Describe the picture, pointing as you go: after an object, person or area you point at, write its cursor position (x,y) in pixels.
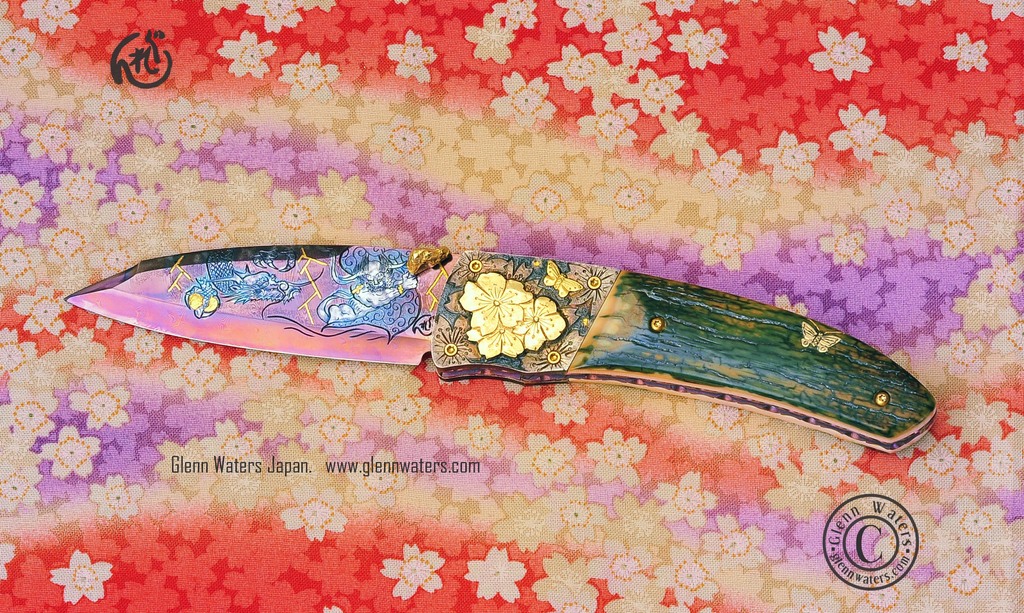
On the bottom right (858,538), there is a watermark (877,517). On the left side (223,473), there is another watermark (176,457). In the middle of this image (359,302), there is a knife (903,410) placed on a cloth (133,229), which is having paintings (518,104) of flowers (897,20) and other designs (289,568).
